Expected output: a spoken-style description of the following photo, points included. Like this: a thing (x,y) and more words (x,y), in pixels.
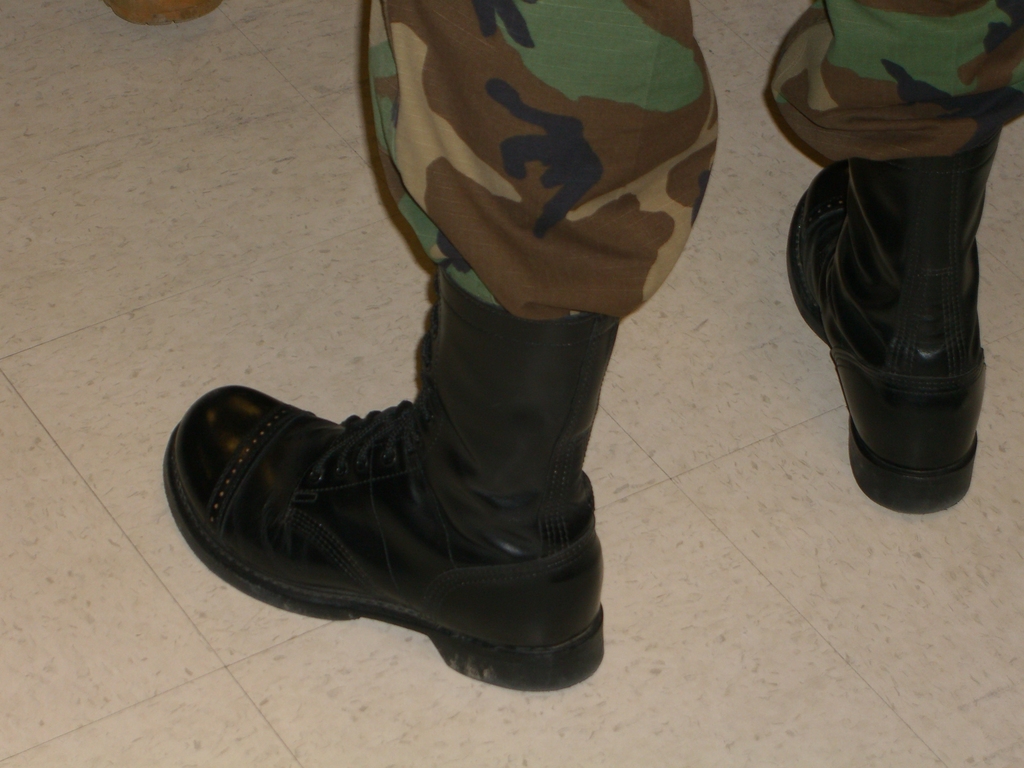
In this image, we can see person legs (944,82) on the floor (188,639).
